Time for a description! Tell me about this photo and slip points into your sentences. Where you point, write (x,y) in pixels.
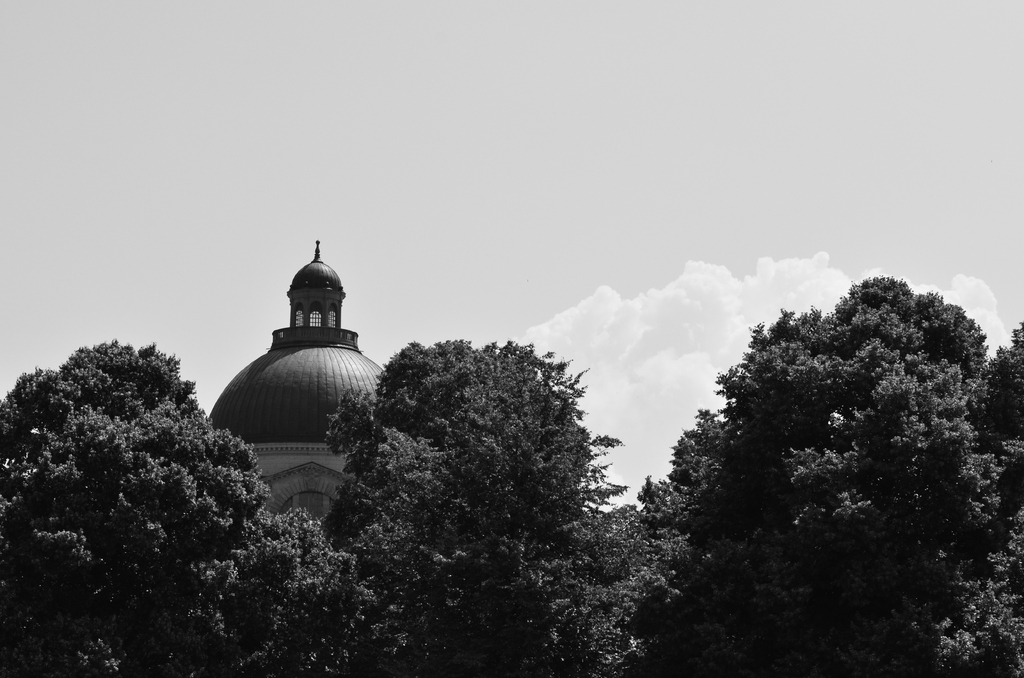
In this black and white picture we can see many trees (921,396) and the top view of a building (273,441). There are clouds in the sky (670,424).
